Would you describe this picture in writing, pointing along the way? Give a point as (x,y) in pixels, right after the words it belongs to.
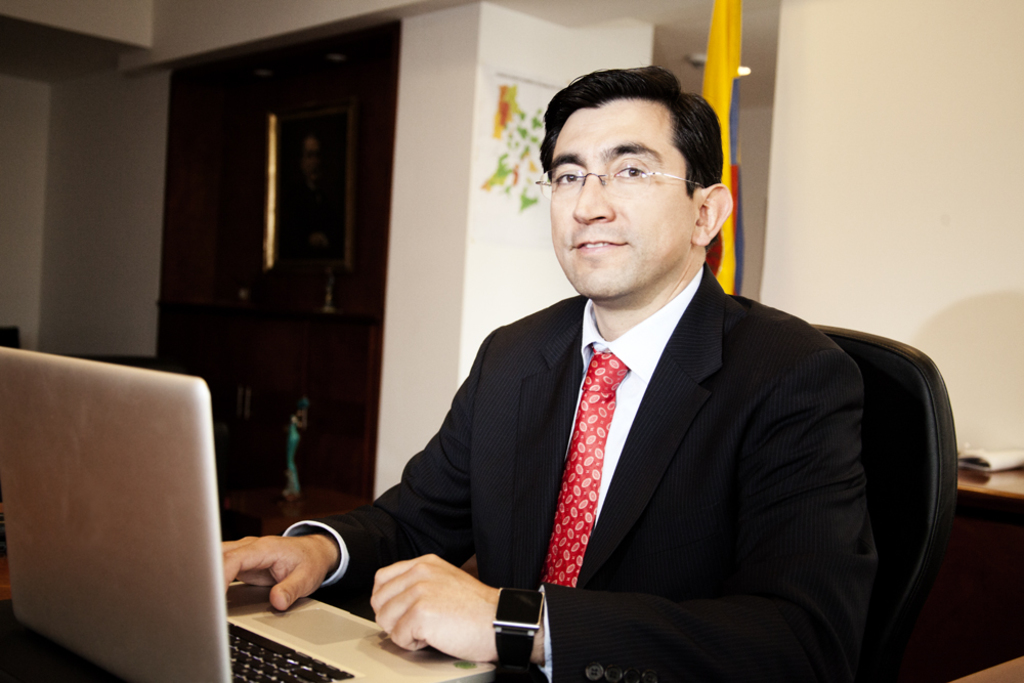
A person (659,203) wearing specs (622,180) and watch (525,632) is sitting on a chair (902,463). In front of him there is a laptop (266,620). In the background (424,183) there is a wall (865,119), flag (737,76), and a cupboard (322,365).
